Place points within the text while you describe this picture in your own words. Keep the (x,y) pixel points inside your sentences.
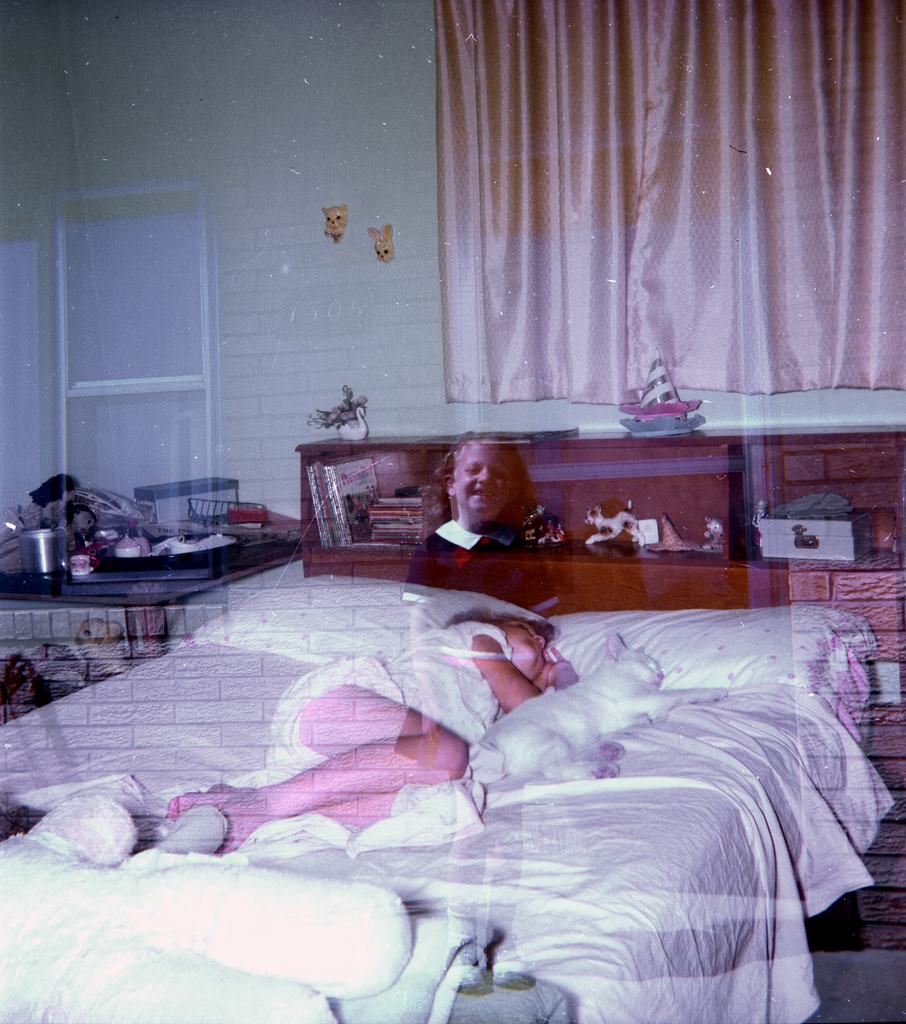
In the image we can see there is a girl (477,655) who is lying on the bed (760,732) along with a cat (624,725) and we can see there is a illusion of a girl (470,739) which is standing on the image.
